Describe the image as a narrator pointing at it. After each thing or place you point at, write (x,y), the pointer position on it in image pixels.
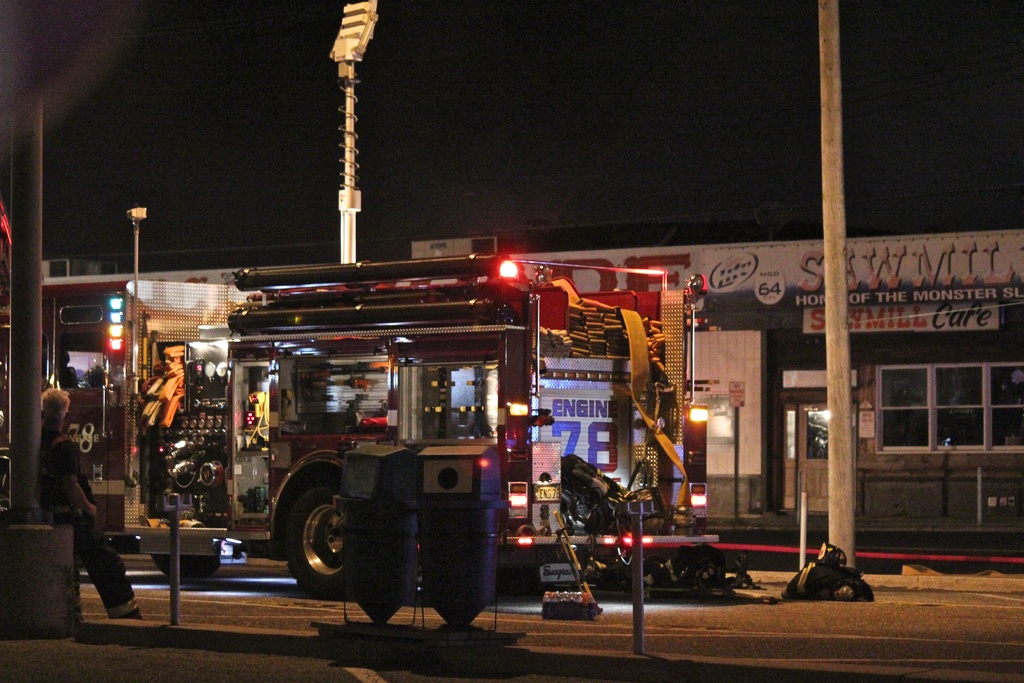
In this image I can see a fire engine (415,366) on the road (732,611). I can see few bins (466,564), a person (77,478), few poles (32,437) and in the background (812,343) I can see few stores (988,285) and the sky (478,78).
